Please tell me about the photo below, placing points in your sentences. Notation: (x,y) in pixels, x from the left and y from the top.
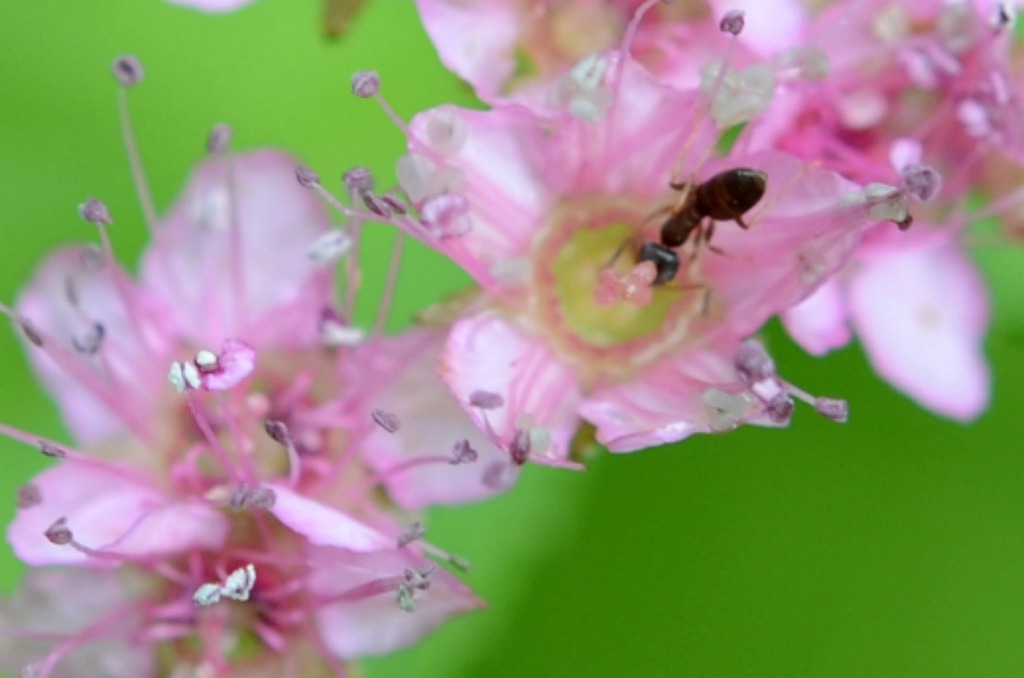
In this picture we can see the pink flower (656,309) with black ant (665,274) is sitting on the flower (611,334). Behind there is a green blur background.
